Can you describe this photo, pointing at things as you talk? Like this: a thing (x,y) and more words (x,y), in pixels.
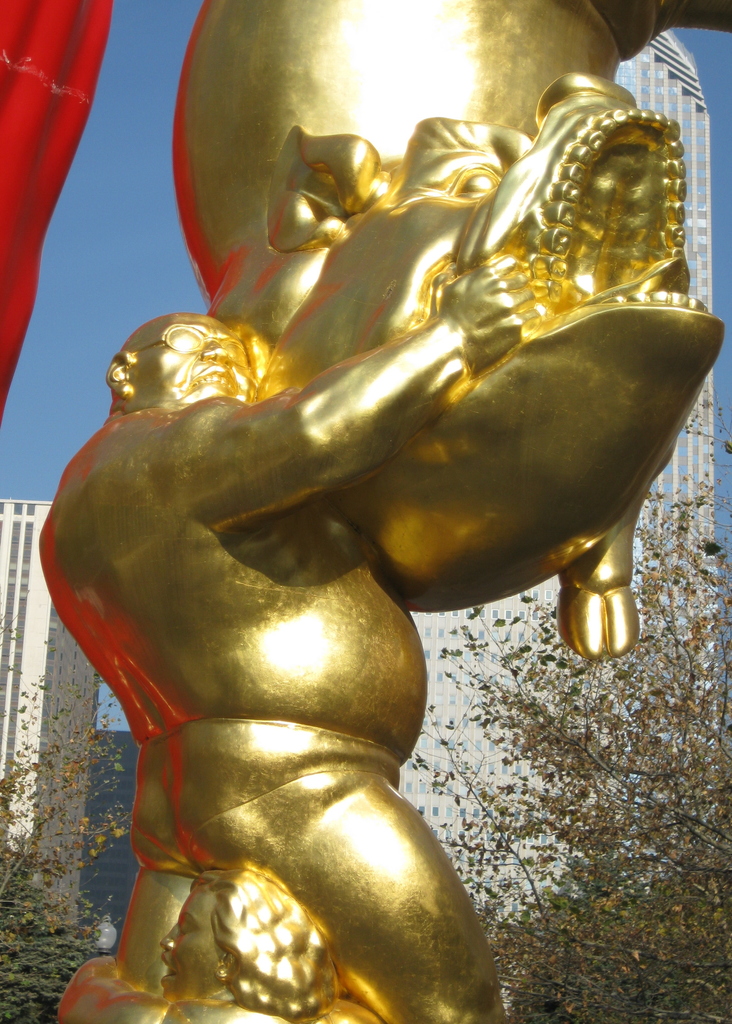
In this image I can see a golden sculpture (281,701) and on the left side (122,222) I can see the sky (101,285).
